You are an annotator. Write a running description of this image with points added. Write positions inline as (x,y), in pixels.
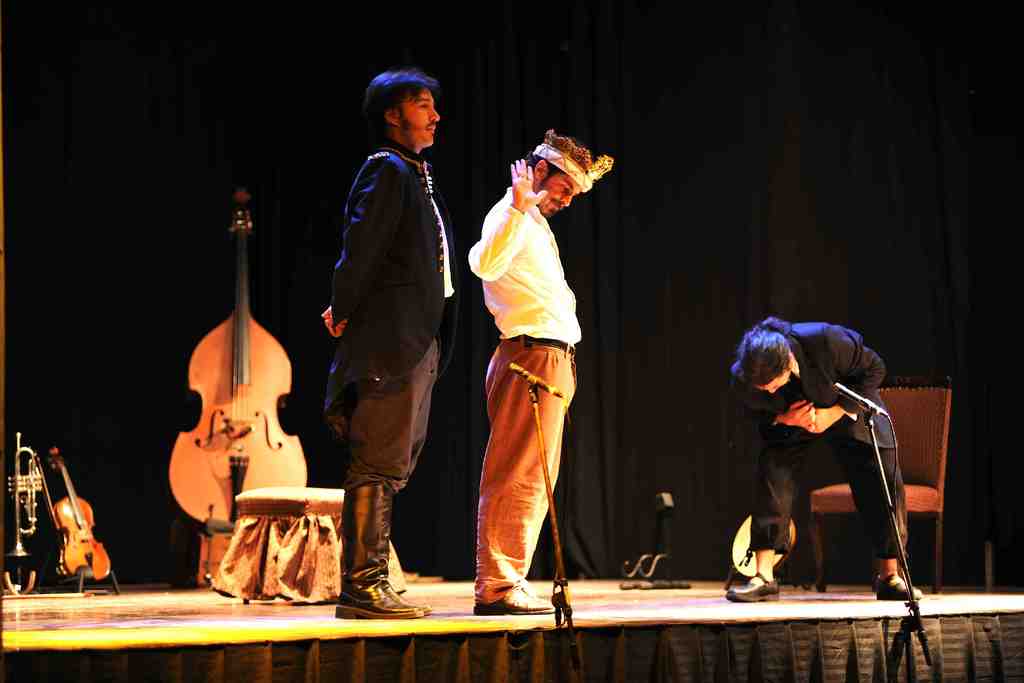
In this picture there are three people (563,347) standing on the stage (454,589) and there are musical instruments (264,362) and there is a chair (927,433) and there is a stool (329,560) on the stage (1013,644). At the back (745,246) there is a black curtain (628,246).
